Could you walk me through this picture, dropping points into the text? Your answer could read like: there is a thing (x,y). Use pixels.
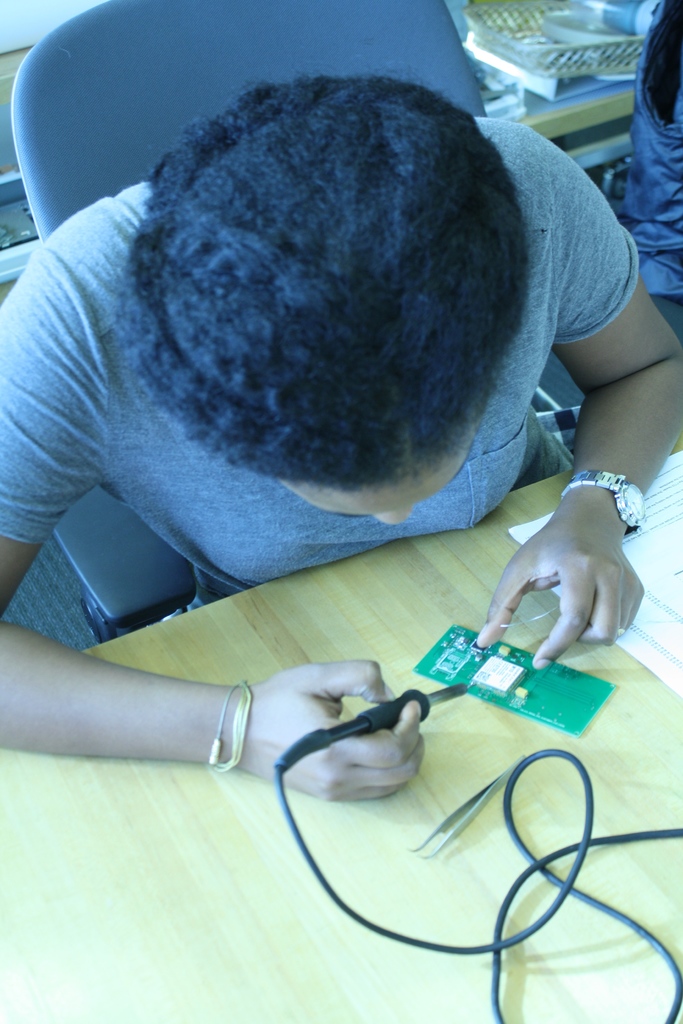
In the center of the image (264,539) there is a lady (455,430) sitting and holding a wire (351,736) in her hand (358,768), before her there is a table (409,806) and we can see a mother board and a wire (509,792). On the right (662,560) there is a paper (656,552) on the table (644,714). In the background (627,84) there is a stand (520,98).
